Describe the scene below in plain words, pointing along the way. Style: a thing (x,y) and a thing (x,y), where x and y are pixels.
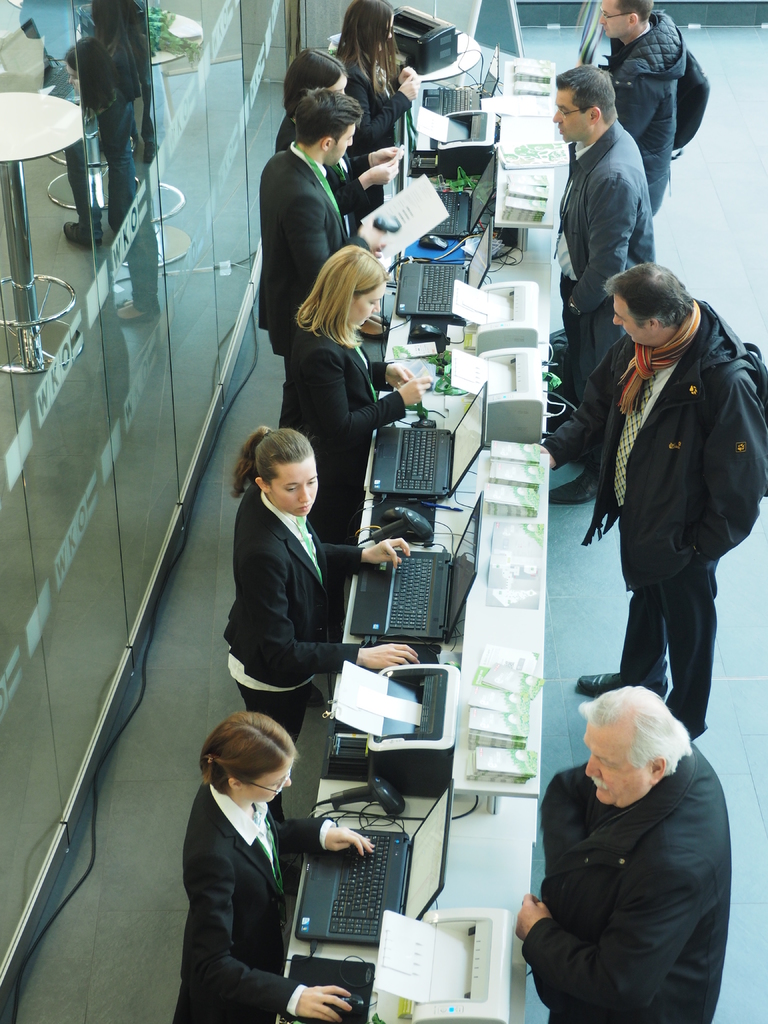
In this image, we can see some people (107,121), tables (436,539) with devices (449,1015). We can see the ground (145,711). We can see the glass wall (261,67) on the left (33,253). We can also see a wire (135,712) and the reflection (192,59) is seen in the glass (98,458).
